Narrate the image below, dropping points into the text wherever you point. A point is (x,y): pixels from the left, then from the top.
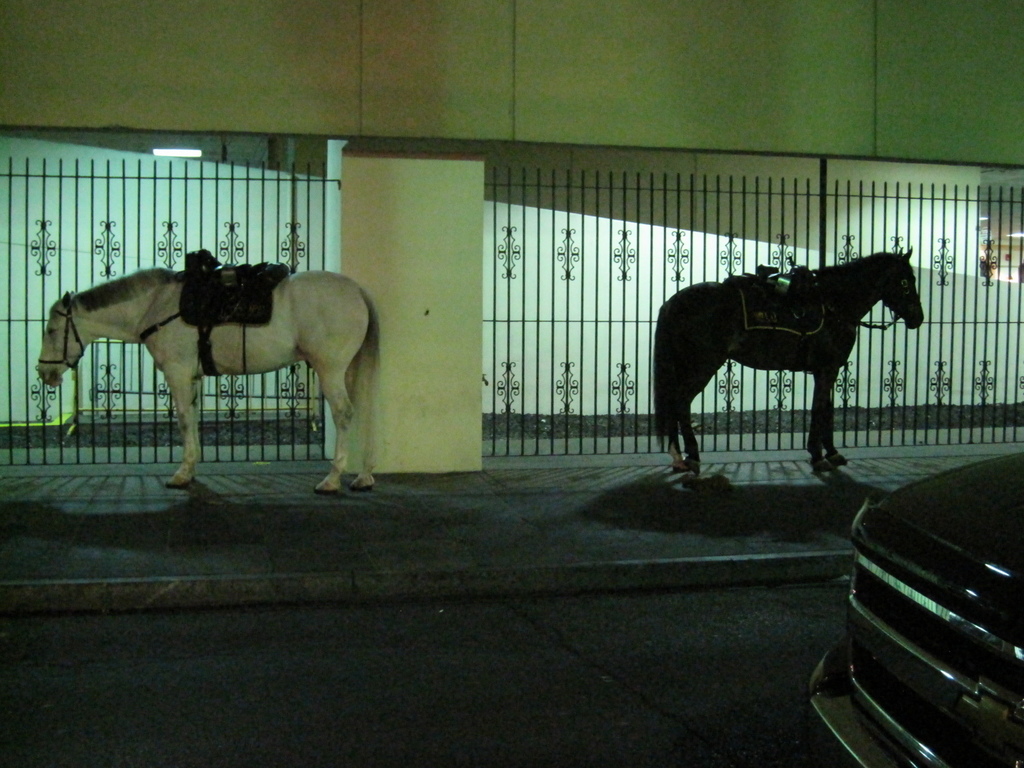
In this image there is a white color horse (304,321) on the left side of this image (279,353) and there is a black color horse (745,341) on the right side of this image (713,340). There is a fencing wall (293,233) in the background (559,316) and there is one pillar (418,318) in middle of this image (450,350), and there is a floor ground (365,591) on the bottom of this image (477,663) and there is a black color vehicle (855,603) on the bottom right corner of this image (883,623).
